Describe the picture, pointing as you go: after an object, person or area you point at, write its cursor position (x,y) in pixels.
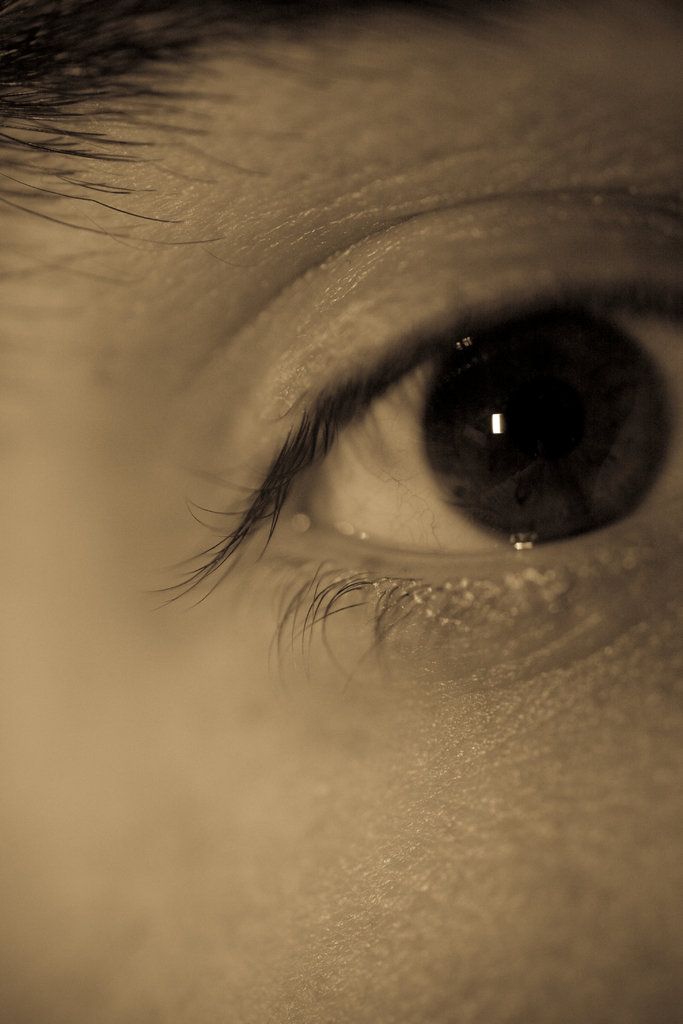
In this image there is an eye (613,482) of a person (362,817).
